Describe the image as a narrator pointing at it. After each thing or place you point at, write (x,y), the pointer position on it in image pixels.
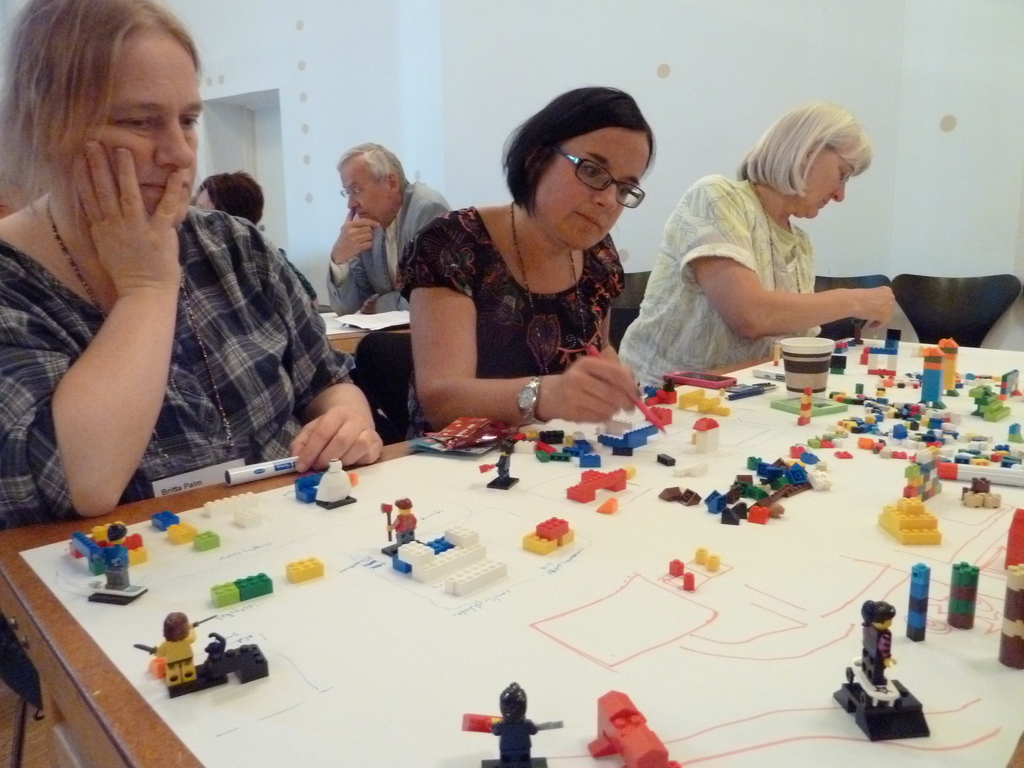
This picture describes about group of people (365,258), in front of the three people (678,325) we can see Lego bricks (866,403), cup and a mobile (720,377) on the table (701,532), and they're building with the bricks (585,453), the left side woman (240,422) holding a marker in her hand (344,444), in the background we can see a wall (931,163).
